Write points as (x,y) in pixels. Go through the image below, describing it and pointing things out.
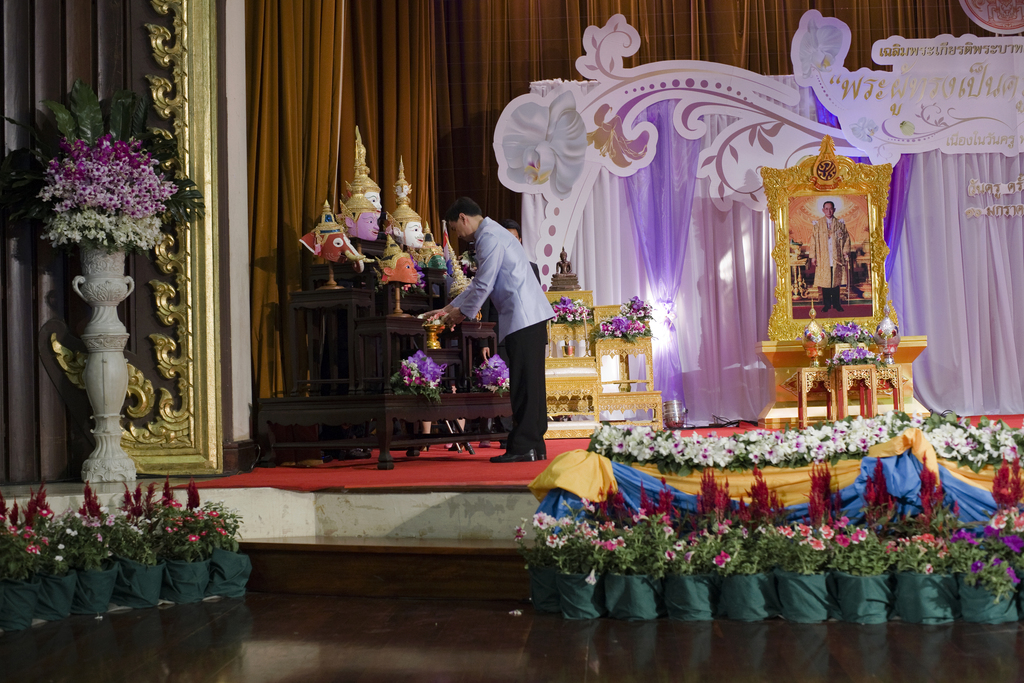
In this image I can see inner part of the building (269,573). Inside the building (386,565) I can see the frame (779,334) on the table (774,363). To the side there are many toys (403,271) and flowers (500,384). In-front of the stage (526,520) there are many flower pots (525,547) and these are in white, purple and red color. To the left (113,403) I can see the flower vase (103,369). In the background (518,68) there is a brown color curtain (496,74) can be seen.
